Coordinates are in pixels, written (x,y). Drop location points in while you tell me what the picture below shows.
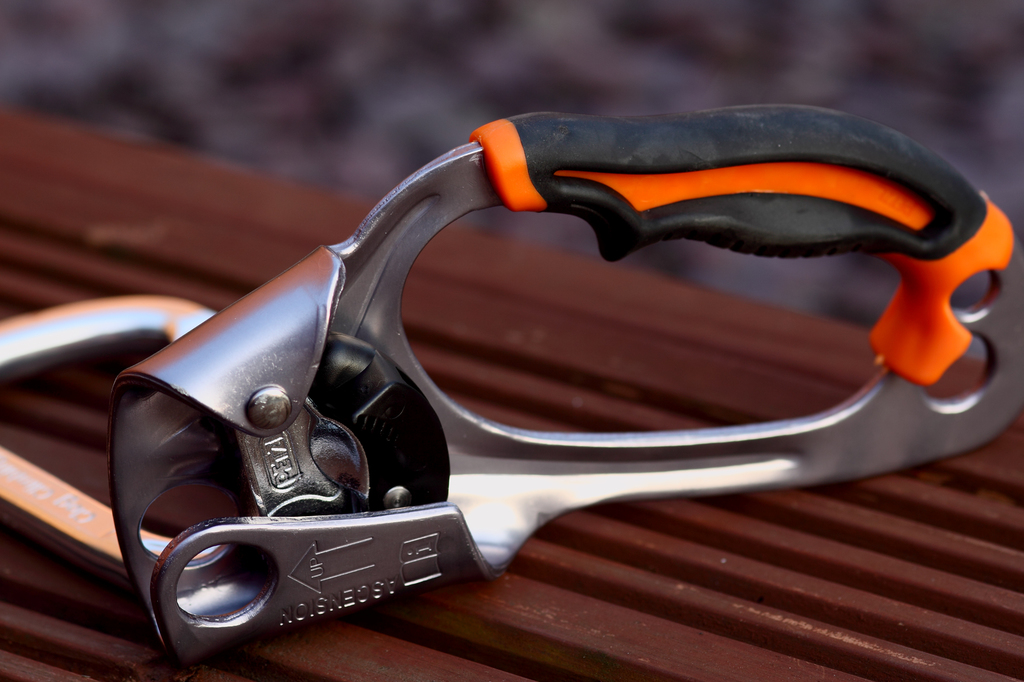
In this image, we can see a mechanical tool (488,461) on the surface (805,590). Background (411,28) there is a blur view.
